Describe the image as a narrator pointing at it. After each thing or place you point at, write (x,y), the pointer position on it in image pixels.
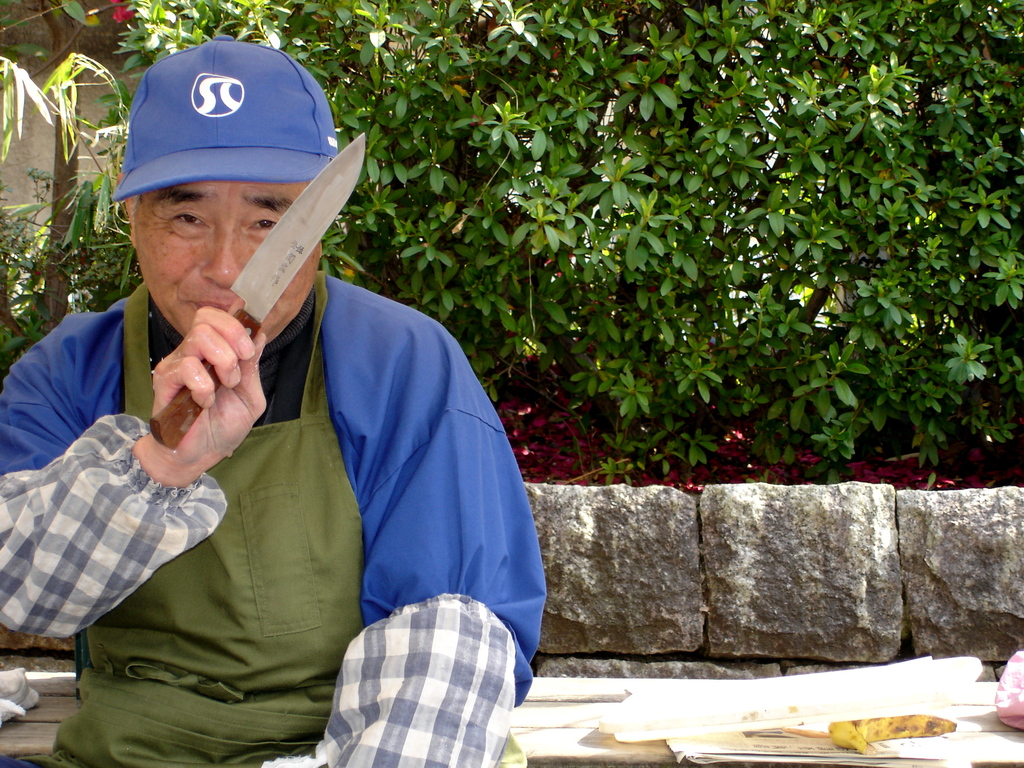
In this picture there is an old man (302,338) on the left side of the image (271,262), by holding a knife (252,336) in his hand (193,384), he is wearing an apron (148,416) and there are papers (762,756) at the bottom side of the image (750,750) and there are rock (1019,620) and trees (668,436) in the background area of the image (674,447).
